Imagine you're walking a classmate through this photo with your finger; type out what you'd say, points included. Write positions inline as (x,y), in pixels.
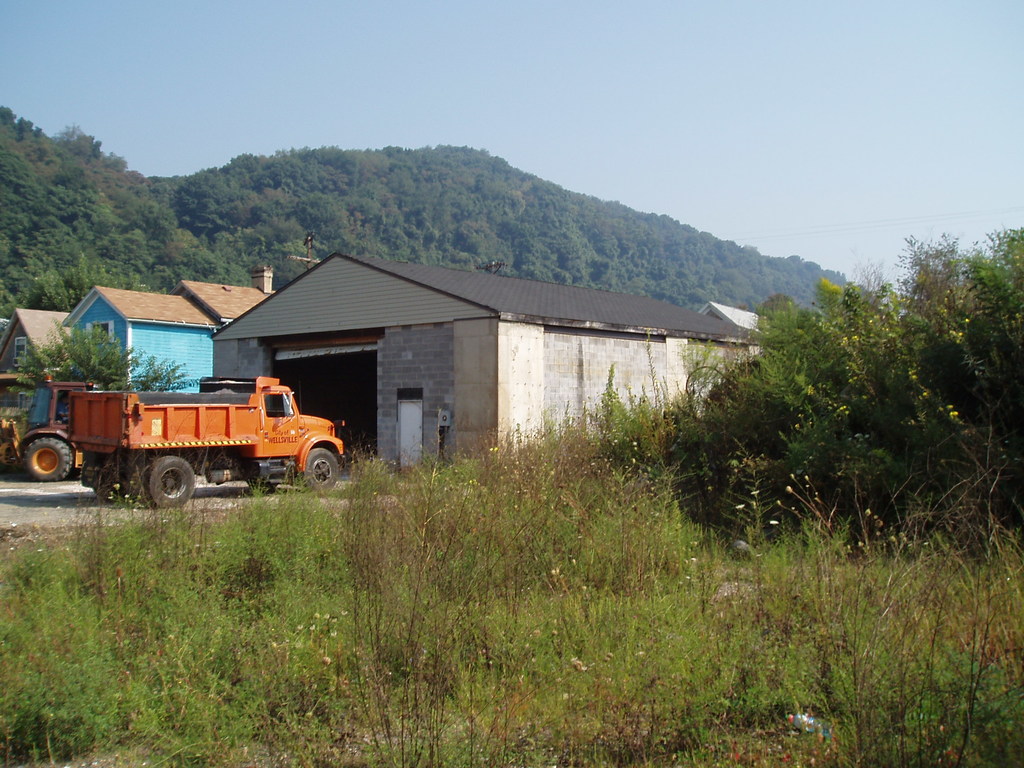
In this picture there is a truck (253,446) which is parked in front of the shed (470,382), beside the shed (452,330) I can see the house (109,298). In the background (475,251) I can see many trees (429,197) on the mountains (527,244). At the top (677,56) there is a sky (578,50). At the bottom (676,611) I can see the plants (495,626) and grass (479,649). Beside the truck (71,422) I can see the JCB (32,450).
